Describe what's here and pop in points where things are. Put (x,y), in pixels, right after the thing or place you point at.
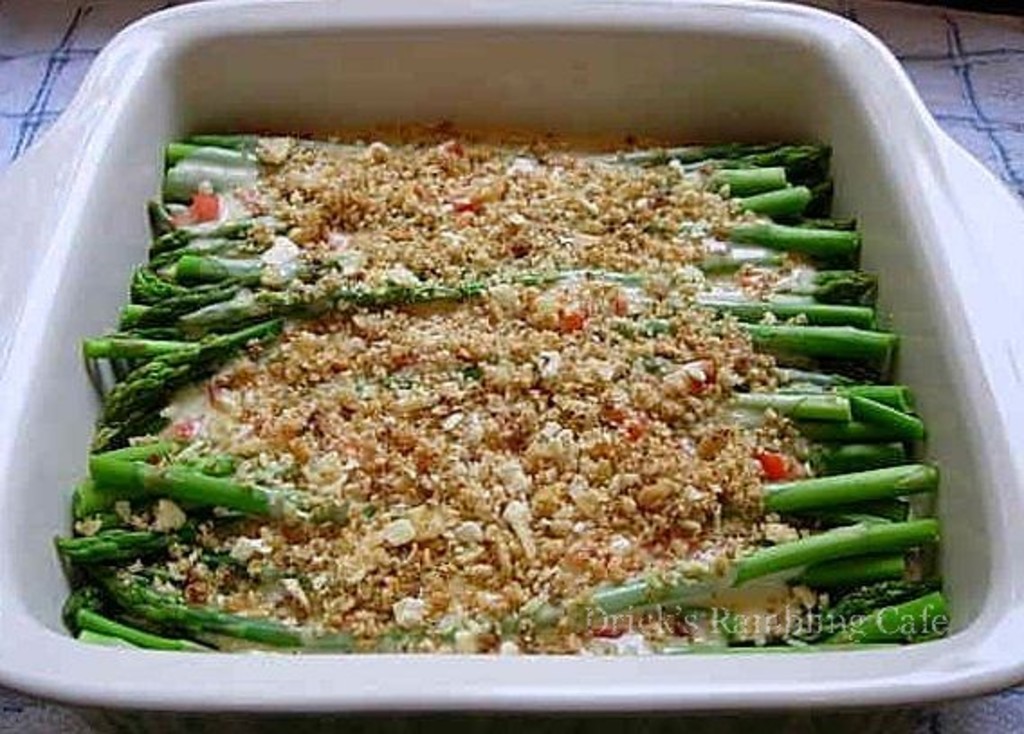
In this image, we can see food (430,421) in the tray (1012,228). In the background (954,82), there is a surface (976,81). In the bottom right of the image (762,619), there is a watermark (729,628).
